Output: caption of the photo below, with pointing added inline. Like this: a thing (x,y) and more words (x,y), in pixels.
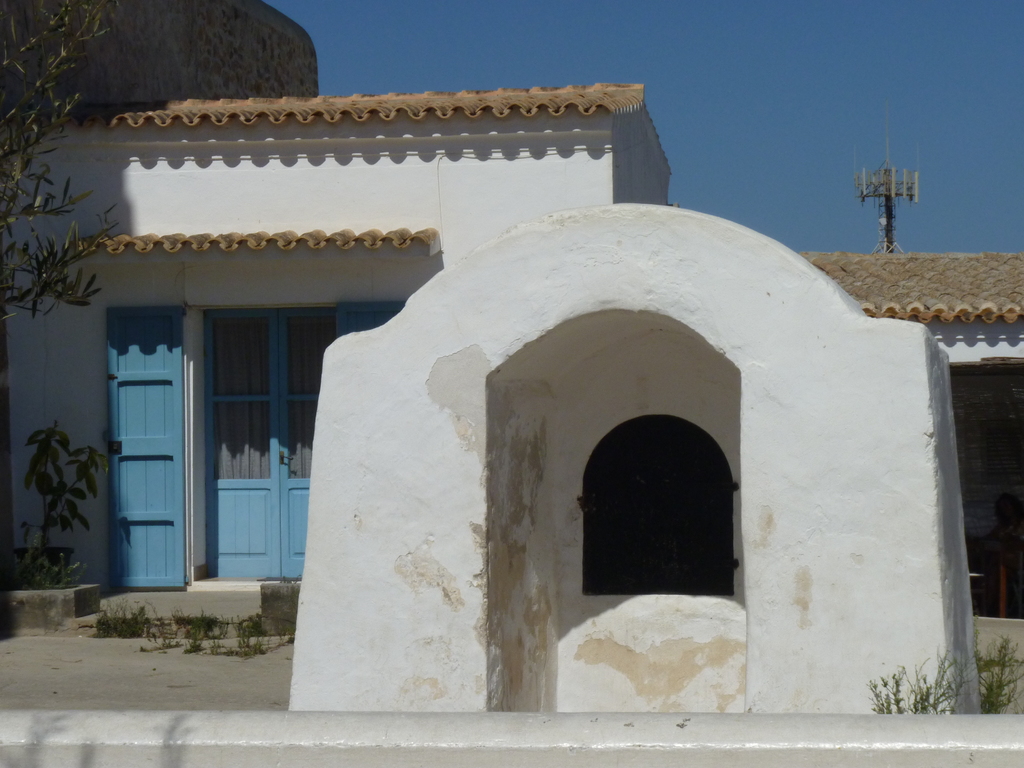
In this picture I can see a building (490,318) and few plants (66,210) in front (56,277). In the background (765,178) I can see a pole (903,195) and the clear sky (708,96).
